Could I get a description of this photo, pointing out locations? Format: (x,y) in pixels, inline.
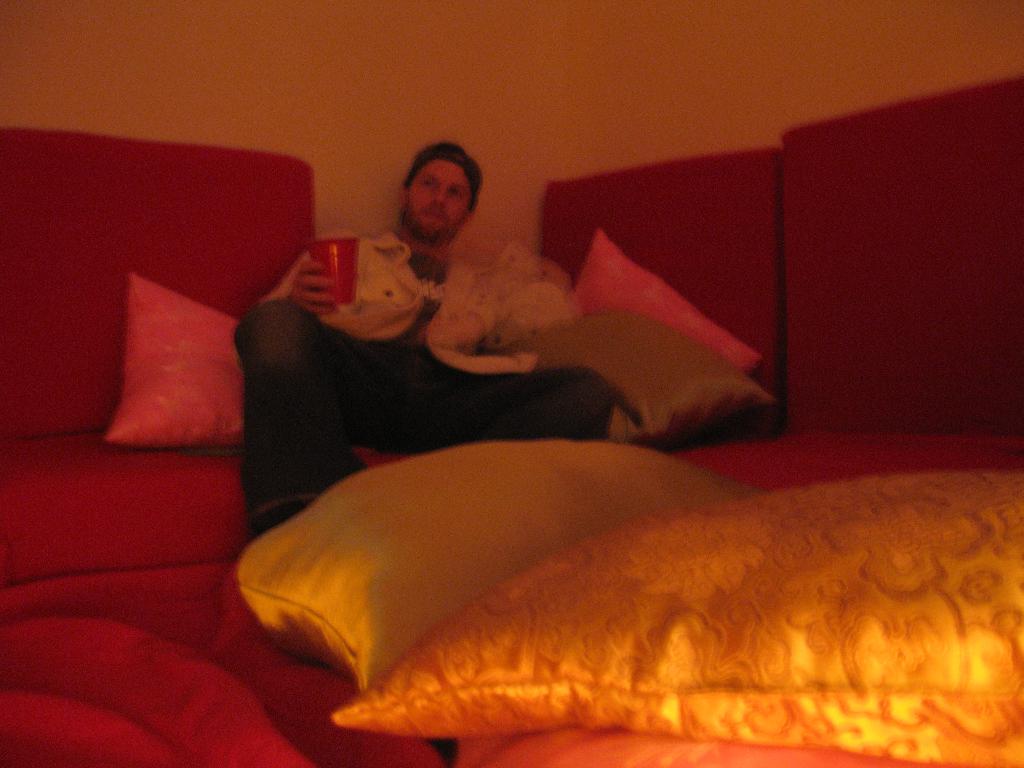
A man (386,402) is sitting on the sofa (768,421) holding glass (351,276), this is wall (471,106).
